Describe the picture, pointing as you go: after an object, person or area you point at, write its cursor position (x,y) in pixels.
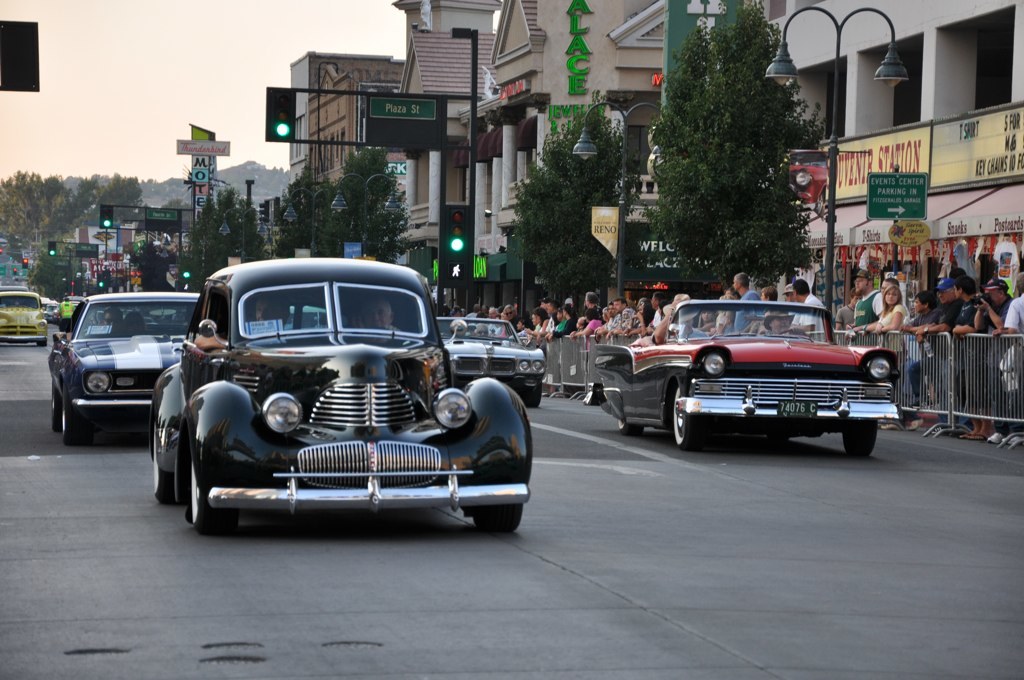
In the foreground of the picture (330,319) it is road (100,629), on the road (43,348) we can see many cars (387,346). In the center of the picture (377,229) we can see trees (578,209), signal (286,134), people (645,317), railing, street light (594,150) and buildings (477,174). In the background (106,199) towards left (97,233) there are signal light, trees (150,245), buildings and trees (27,220). At the top (163,67) it is sky (202,74).
